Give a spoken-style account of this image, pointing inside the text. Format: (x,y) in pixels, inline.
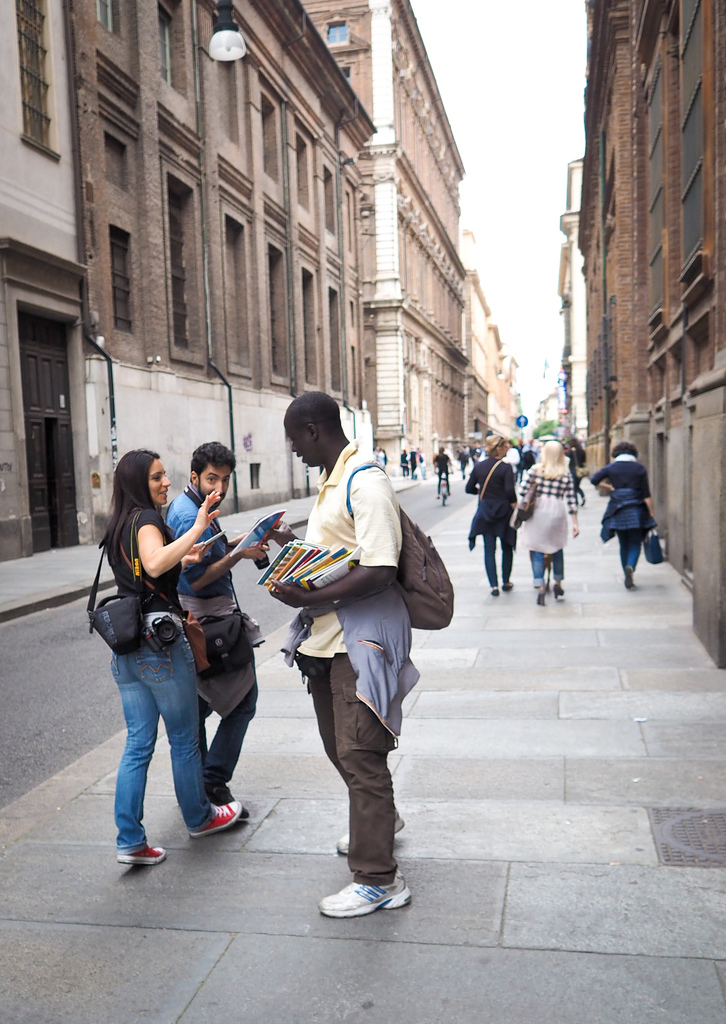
In this picture there is a man (381,638) wearing yellow color t-shirt (372,533) with backpack (409,536) on the back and distributing some books (328,571) to the persons (179,645) who are walking on the footpath area (482,633). Behind on both the side of the lane (270,607) there are some brown color buildings (670,433).
